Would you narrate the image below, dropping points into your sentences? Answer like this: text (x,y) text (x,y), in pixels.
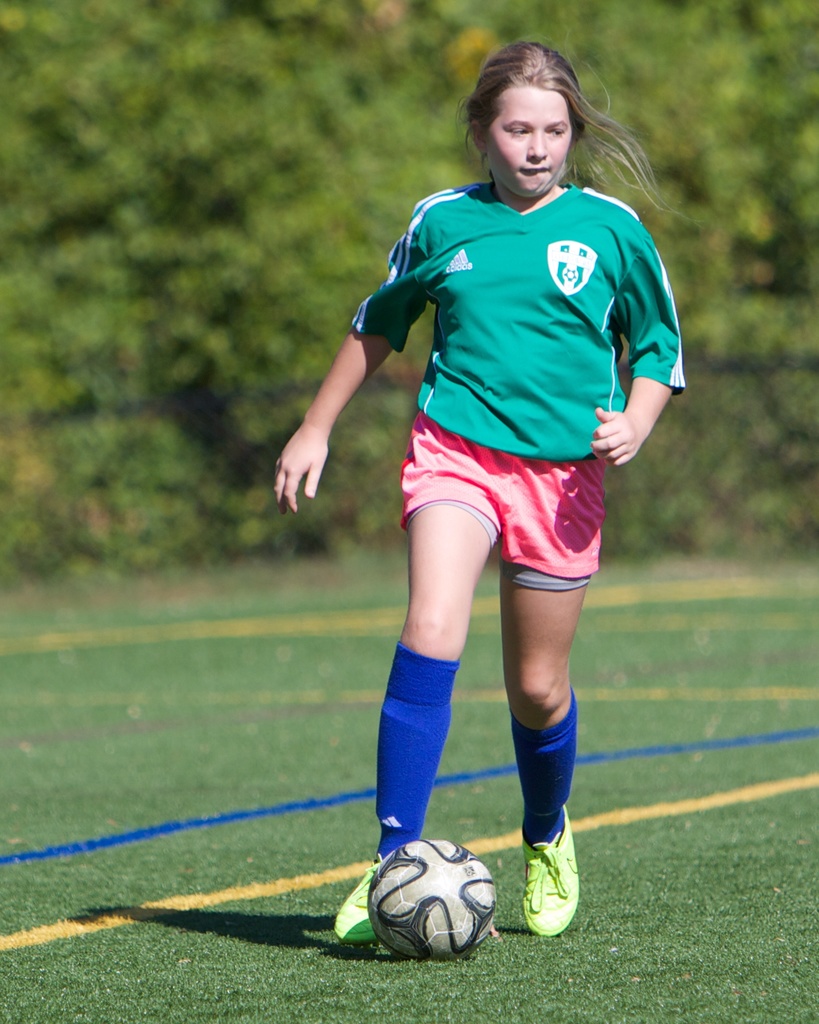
In this image there is a girl (474,400) standing on the ground (289,740) and in front of her there is a ball (414,903). In the background (252,141) there are trees (186,187).
